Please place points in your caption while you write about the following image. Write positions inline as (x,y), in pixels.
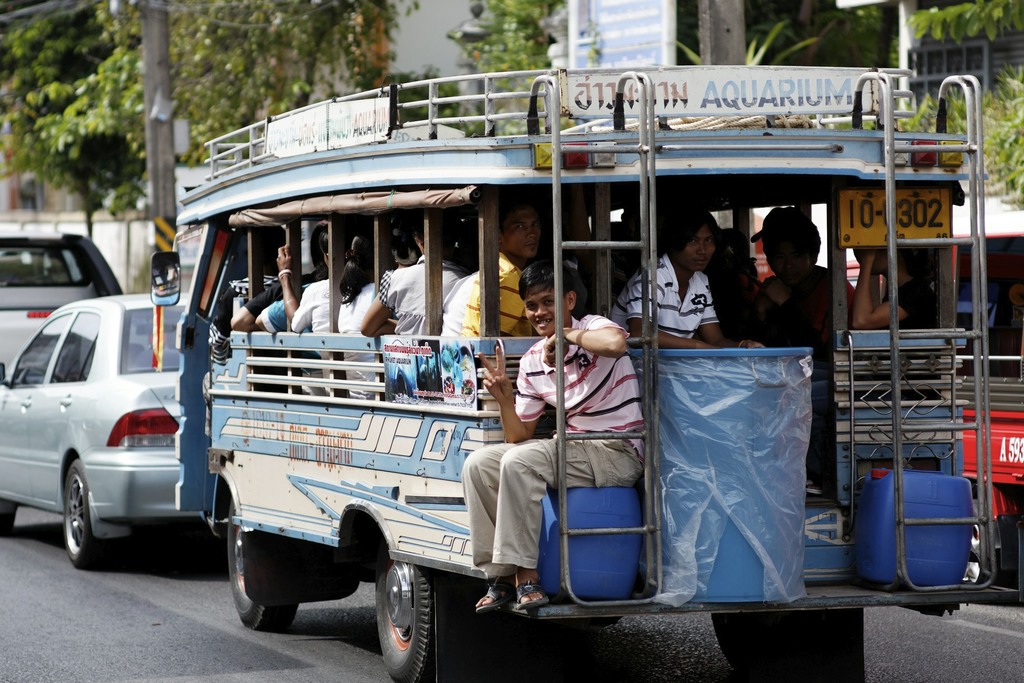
In this picture we can see some vehicles (94,266), there are some people (474,283) sitting in this vehicles (485,267), on the left side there is a pole (167,165), in the background (285,37) we can see trees (232,41) and a board (585,49).
